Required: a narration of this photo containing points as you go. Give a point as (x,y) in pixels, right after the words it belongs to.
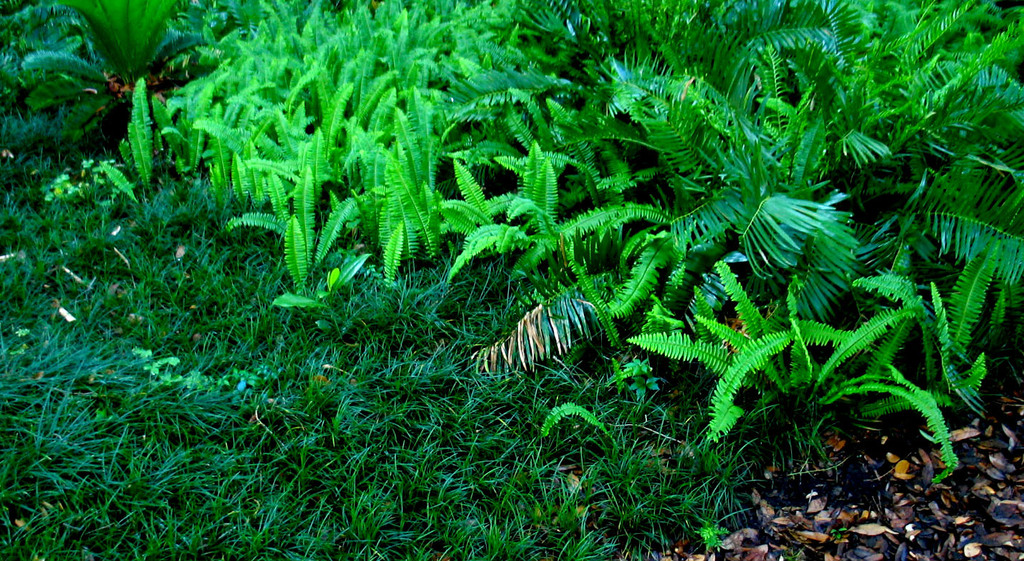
In this picture I can observe some grass (309,385) on the land (353,383). There are green color plants (400,128). I can observe some dried leaves (916,522) on the right side (919,491).
